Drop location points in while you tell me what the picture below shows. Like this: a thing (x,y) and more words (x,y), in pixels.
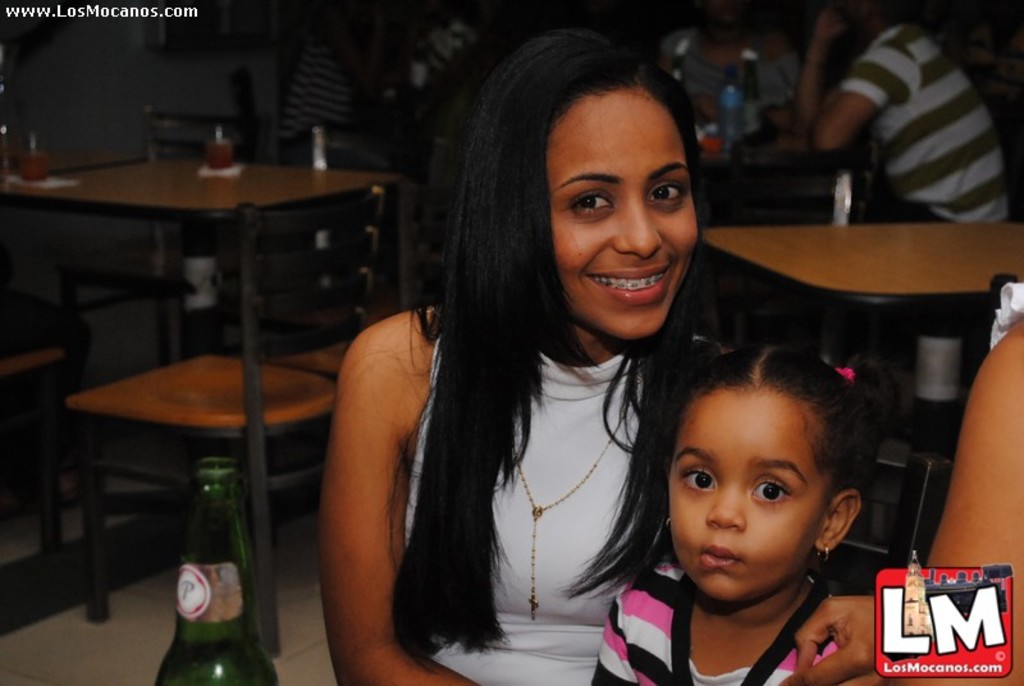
This picture shows a woman (556,454) and a girl (701,556) sitting in the chairs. In front of them there is a bottle (232,551). The woman (543,396) is smiling. In the background (951,243) there are some tables (893,249) and some chairs (850,148) in which some people (863,92) were sitting.
